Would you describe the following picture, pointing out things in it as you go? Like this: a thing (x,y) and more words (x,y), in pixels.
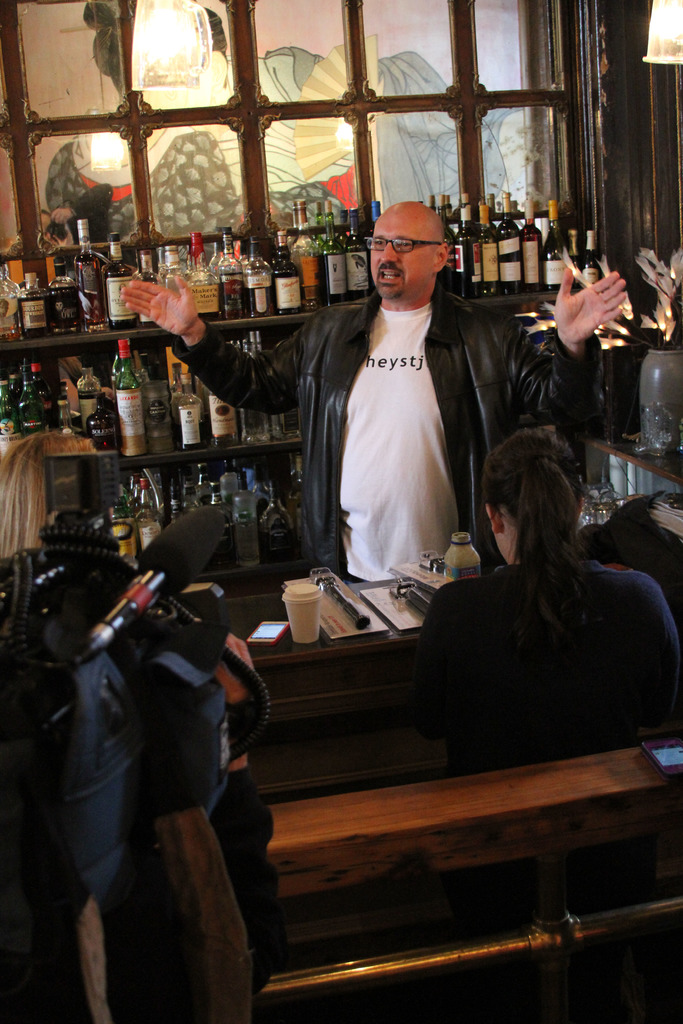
In this image there is a man (401,228) wearing glasses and a jacket (460,301). Behind the man (320,310) there is a rack (281,331) with full of alcohol bottles (257,419) and behind the rack (195,298) there is a window (320,157). In the right (669,390) there is a flower vase (669,400). There is also a woman (602,617). Image also consists of a mobile phone (277,639), white cups (295,605), bottle (460,548) and some objects (361,610) on the wooden surface (329,666). In the left (136,601) there is a mike (152,575) and also some person (14,794).
